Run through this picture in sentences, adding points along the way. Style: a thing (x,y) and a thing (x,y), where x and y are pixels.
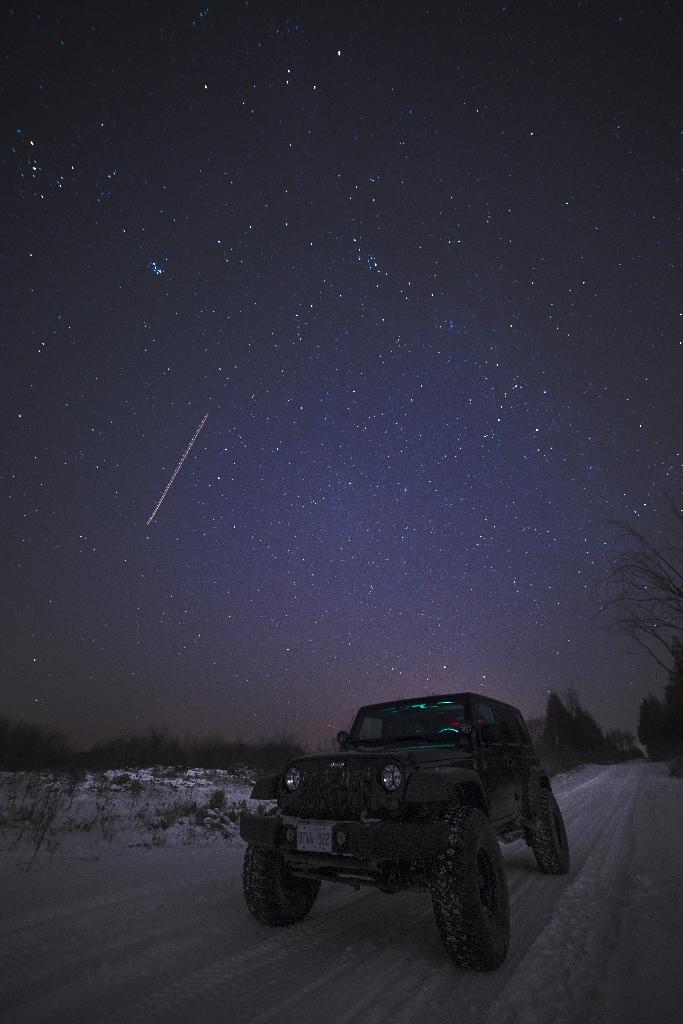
In this image I can see the vehicle (499,861) on the snow (288,1000). In the back (613,750) I can see many trees (679,722), stars (319,454) and the sky (292,471).
